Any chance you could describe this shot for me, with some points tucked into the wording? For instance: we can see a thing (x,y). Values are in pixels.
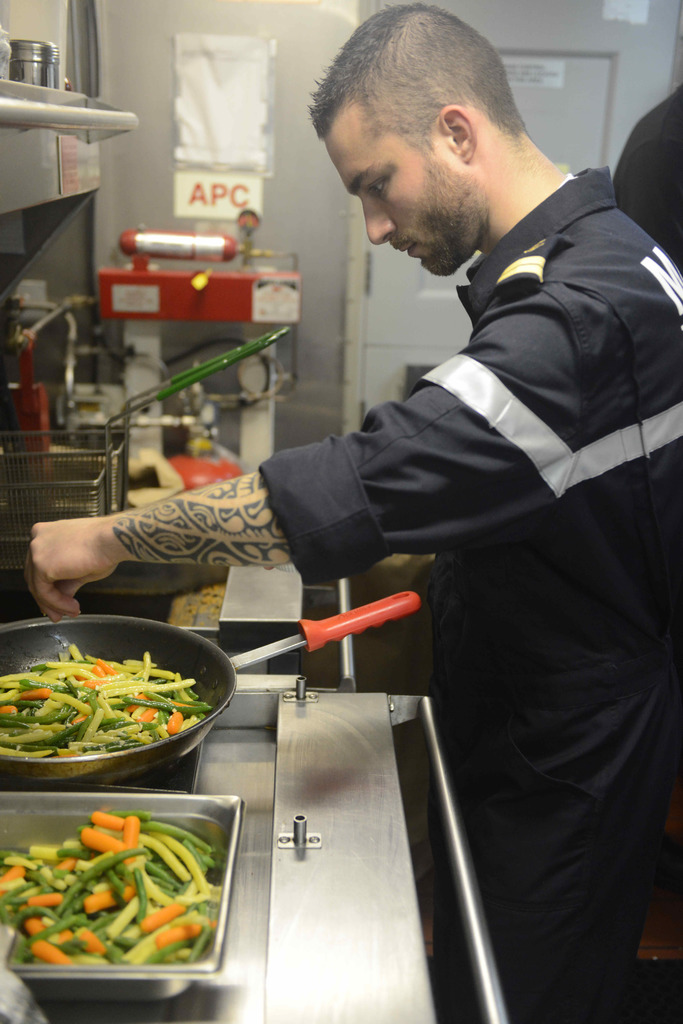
In this image, on the left side (206,762) there is a stove (297,801), on that stove (244,697) there are pans (108,760), in that pans (84,803) there are vegetables (105,748), beside the stove (210,736) there is a person (483,461) standing, in the background (131,403) there are machines (136,351) and a wall (148,20).
